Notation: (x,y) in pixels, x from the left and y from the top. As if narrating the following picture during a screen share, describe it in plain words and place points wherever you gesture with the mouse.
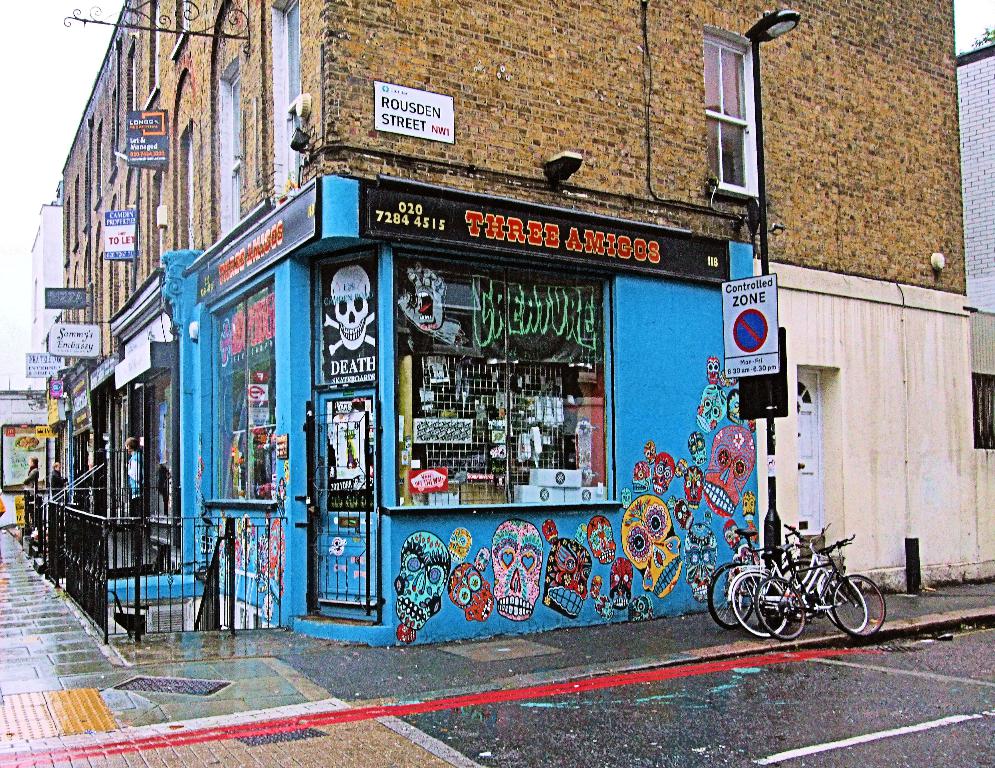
This is an outside view. At the bottom (524,766) there is a road (712,757). Here I can see a building (295,378). On the left side (83,539) there is a railing (67,525). On the right side (801,593) few bicycles (795,605) are placed on the footpath (960,615) and also there is a pole (763,181).
